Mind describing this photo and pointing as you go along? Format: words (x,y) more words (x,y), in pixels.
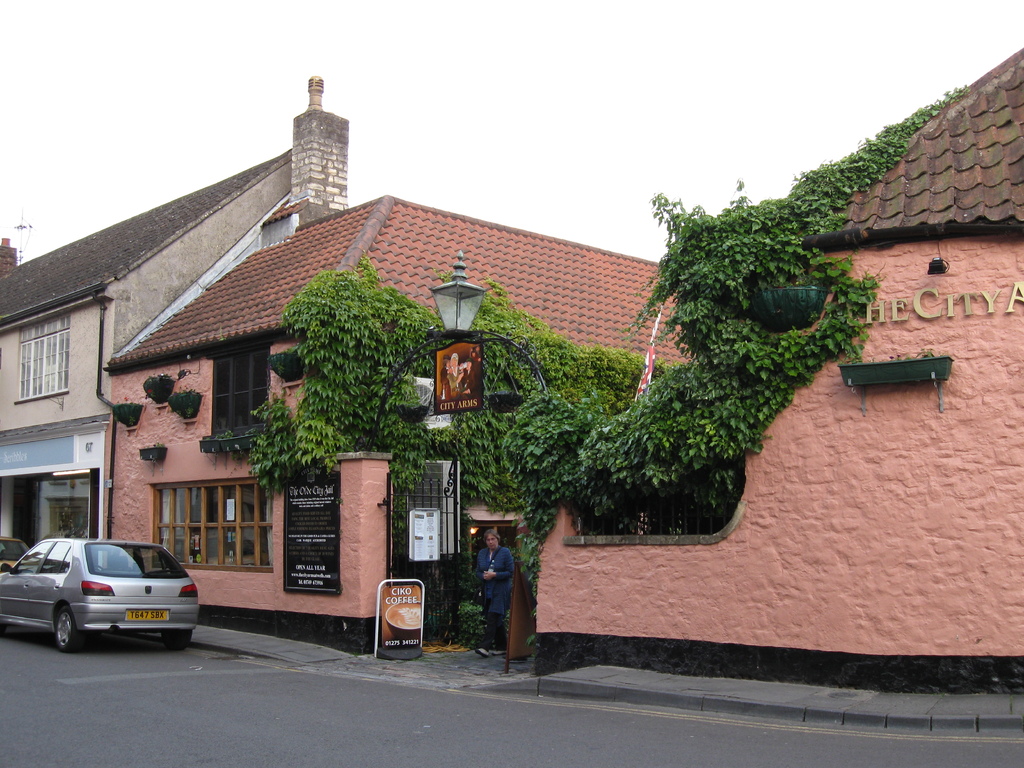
In the foreground (392,547), I can see buildings (627,592), boards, creepers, houseplants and vehicles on the road (315,733). In the background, I can see the sky (464,188). This picture might be taken in a day.
